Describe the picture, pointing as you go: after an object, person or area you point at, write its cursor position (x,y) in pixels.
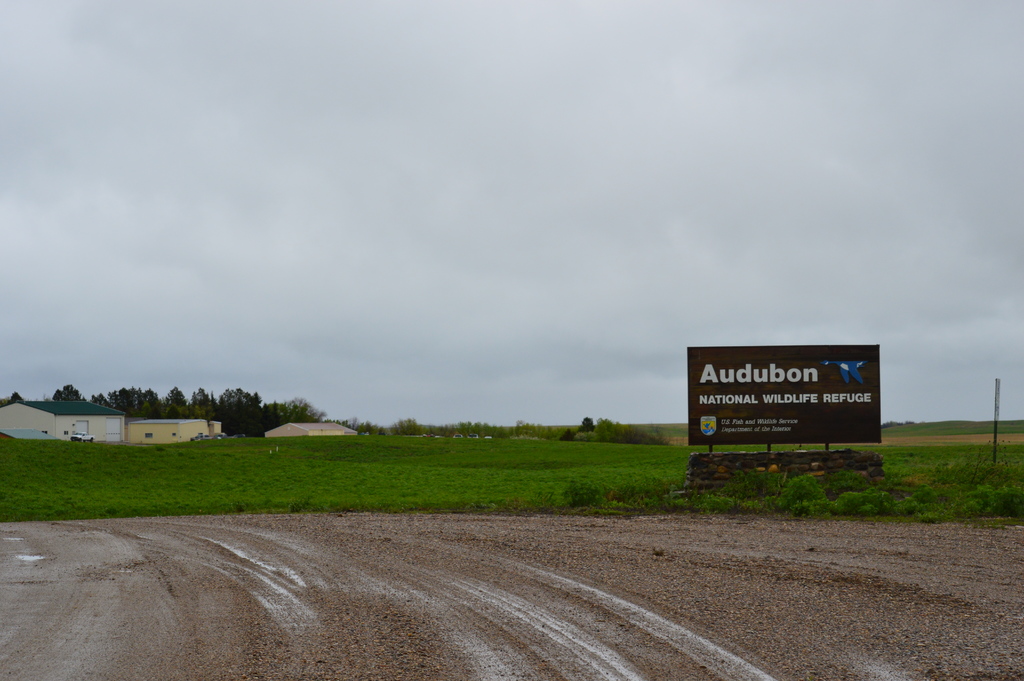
In this picture I can see a board (764,396), there are plants (606,485), houses (327,425), grass (369,449), trees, and in the background (526,183) there is sky (776,157).
